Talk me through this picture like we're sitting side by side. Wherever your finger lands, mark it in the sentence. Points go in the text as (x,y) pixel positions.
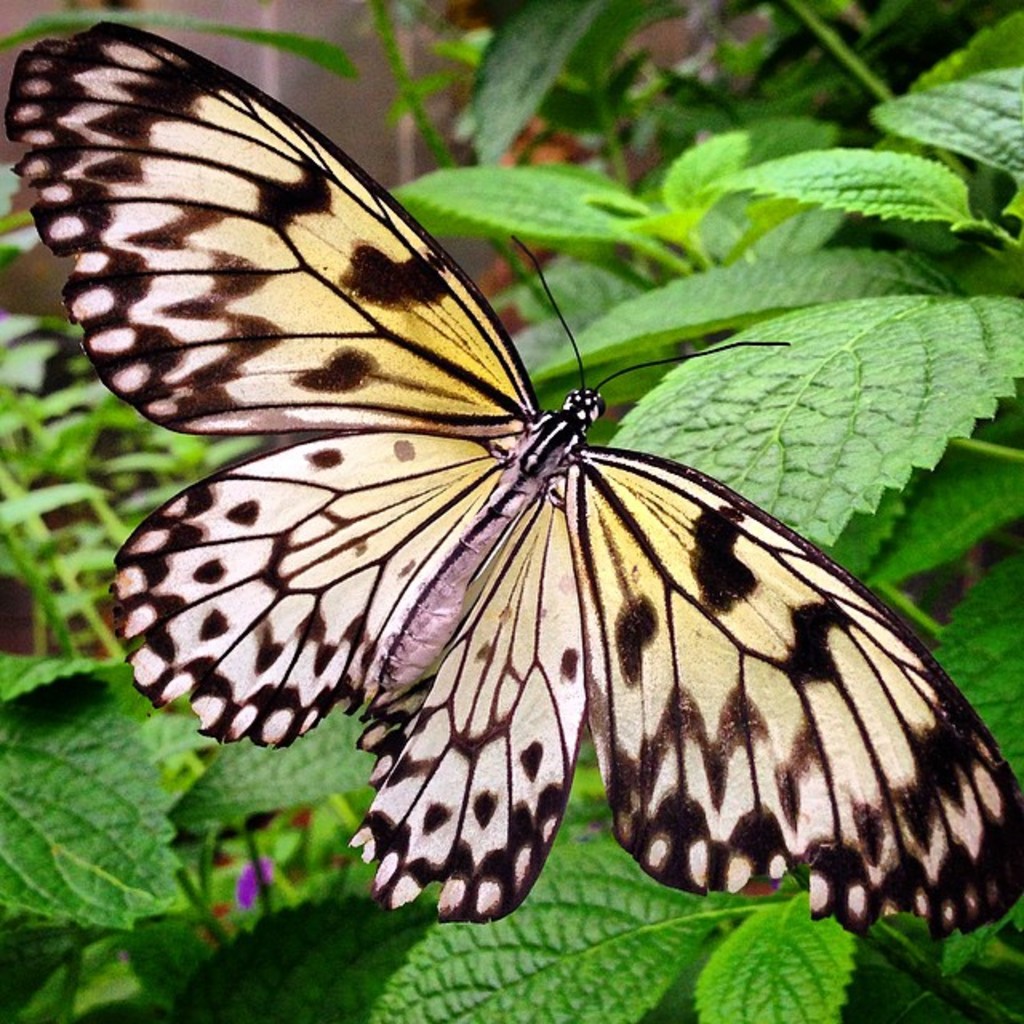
In this image I can see yellow and black colour butterfly (450,527). In the background (56,544) I can see number of green colour leaves (708,432) and I can see this image is little bit blurry from background (69,675).
